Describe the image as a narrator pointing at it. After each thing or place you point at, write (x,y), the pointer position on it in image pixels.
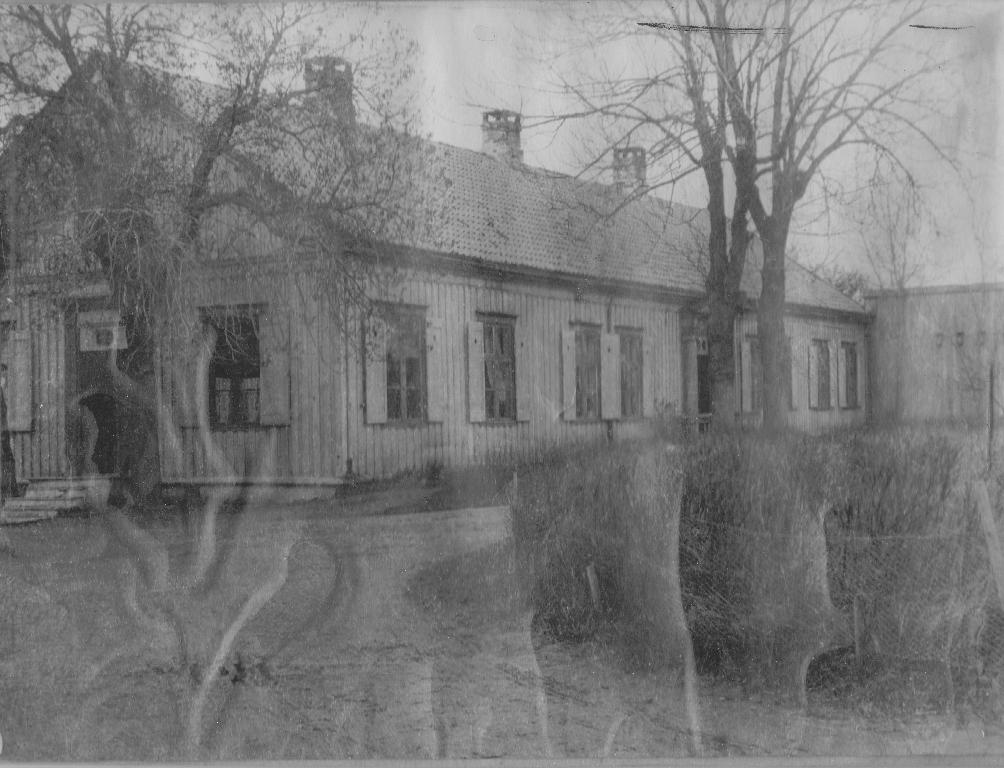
In this image we can see a building (527,335), windows (412,371), trees (219,167), ground (377,614), plants (849,462) and sky (654,173).
